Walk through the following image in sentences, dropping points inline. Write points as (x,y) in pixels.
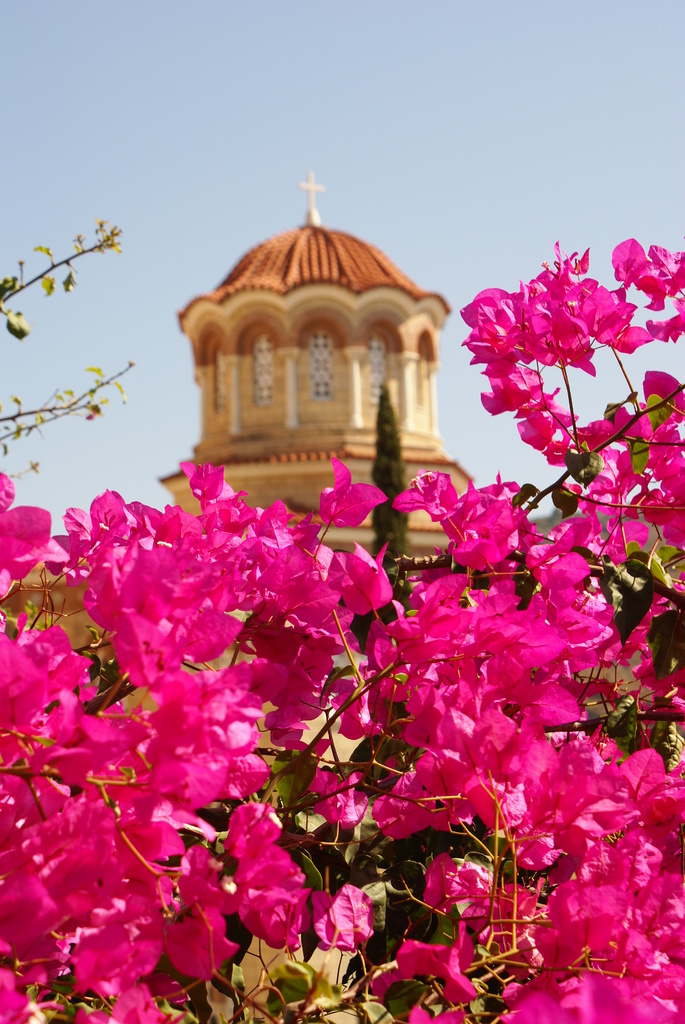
This picture is clicked outside. In the foreground (209,752) we can see the flowers (618,645) and the leaves (379,1022). In the background (314,250) we can see the sky (520,133), tree (389,470) and a tower like object (331,360).
